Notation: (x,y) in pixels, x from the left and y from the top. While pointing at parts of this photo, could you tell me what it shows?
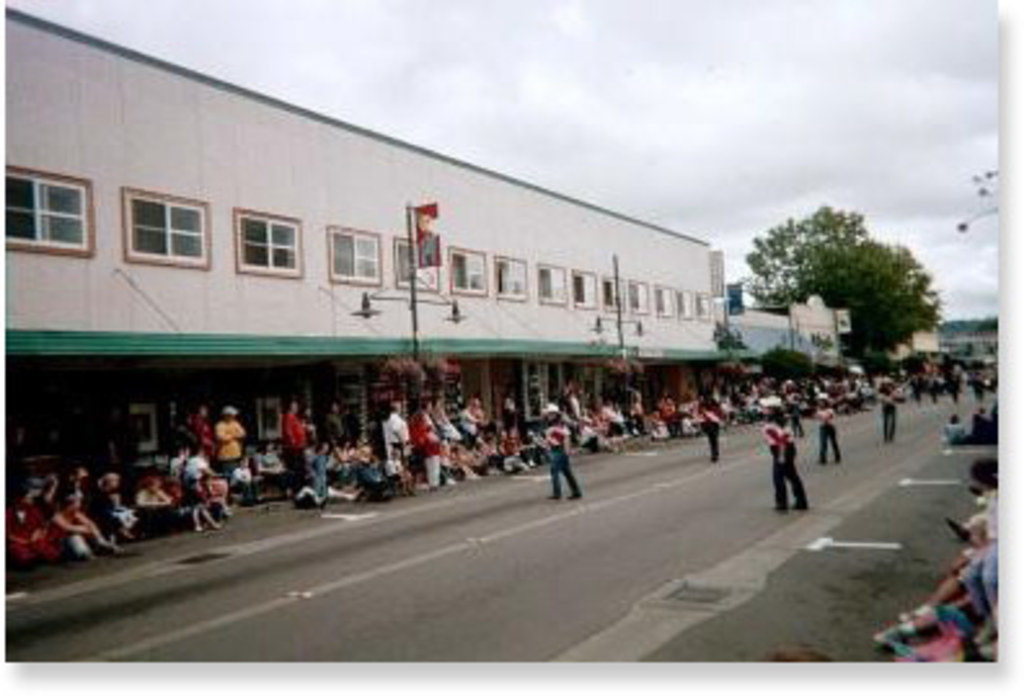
In this picture we can see a building (386,328) on the left side (212,372), there are some people (476,428) standing and some people (198,467) sitting here, in the background (828,291) there is a tree (862,277), we can see the sky (774,79) at the top of the picture (779,53), there is a pole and lights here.
